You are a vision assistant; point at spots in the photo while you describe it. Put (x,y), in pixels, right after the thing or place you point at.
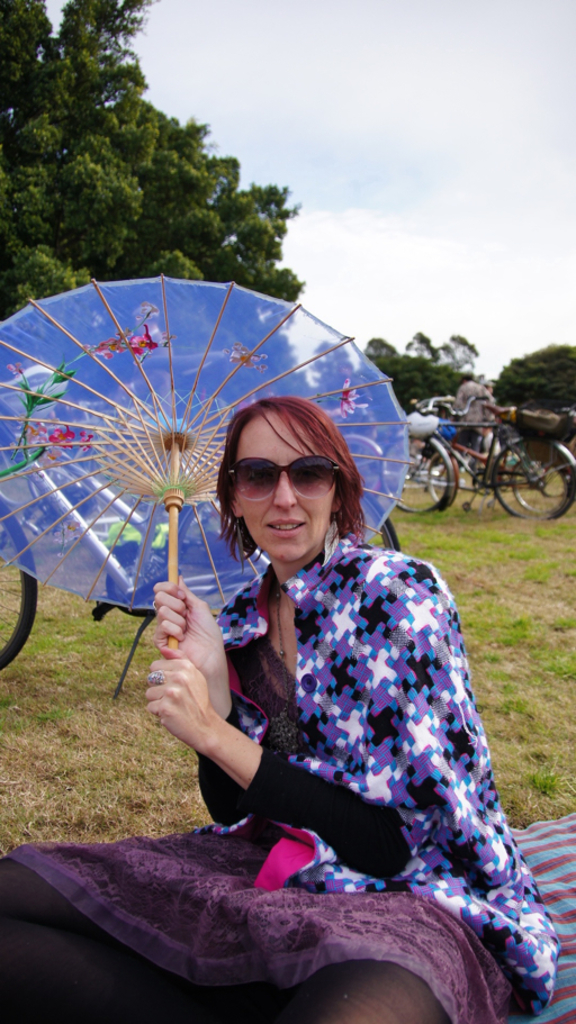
This is an outside view. Here I can see a woman (313,616) holding an umbrella (169,537) in the hands (182,664), sitting on the ground (82,820) and looking at the picture. In the background (487,461) there are few bicycles (467,449) and one person (475,417) is standing and also there are some trees (95,216). At the top of the image (486,117) I can see the sky (529,121).
